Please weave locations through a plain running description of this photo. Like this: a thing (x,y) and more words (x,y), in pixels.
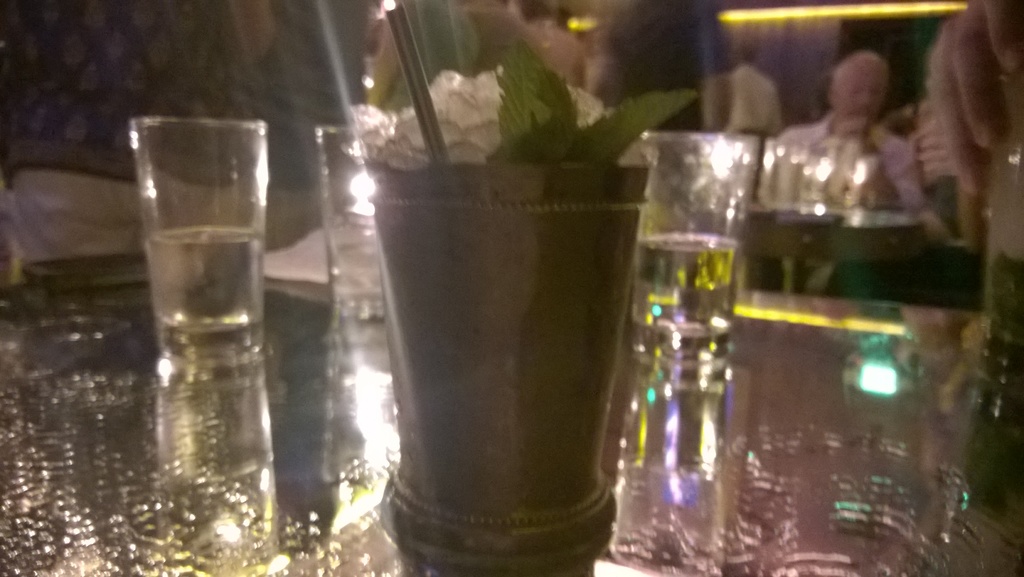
In this picture there are glasses (680,139) in the center of the image (398,313), which are placed on a table (348,344).
